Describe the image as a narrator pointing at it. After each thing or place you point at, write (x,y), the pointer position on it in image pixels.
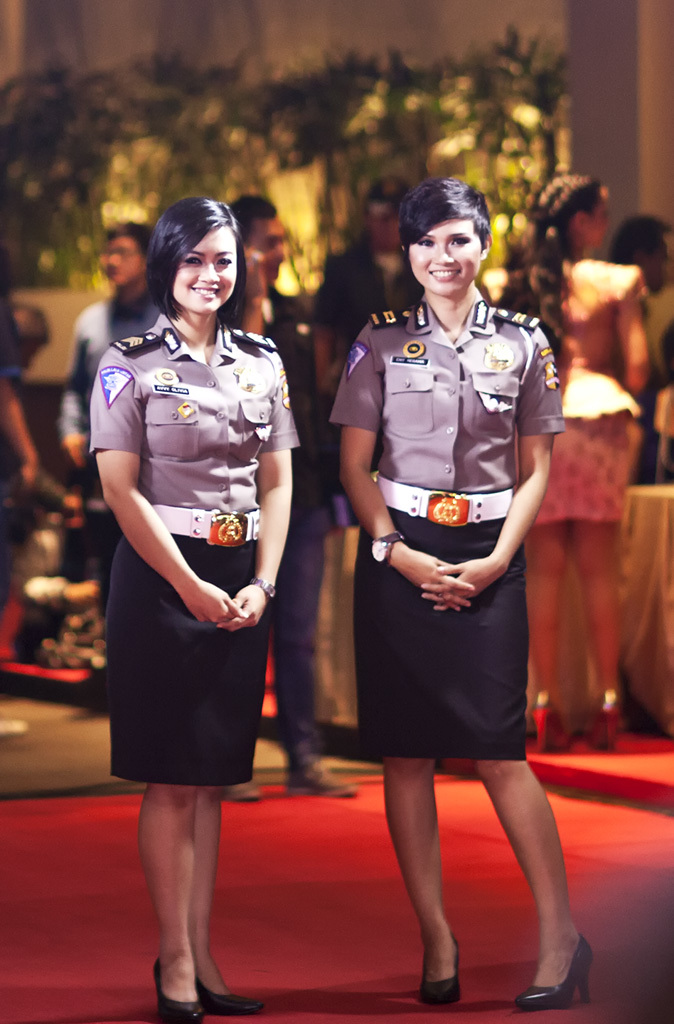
There are two women (178,473) standing and smiling. In the background (341,27) it is blurry and we can see people (14,437), table (645,504) and wall (310,195).
